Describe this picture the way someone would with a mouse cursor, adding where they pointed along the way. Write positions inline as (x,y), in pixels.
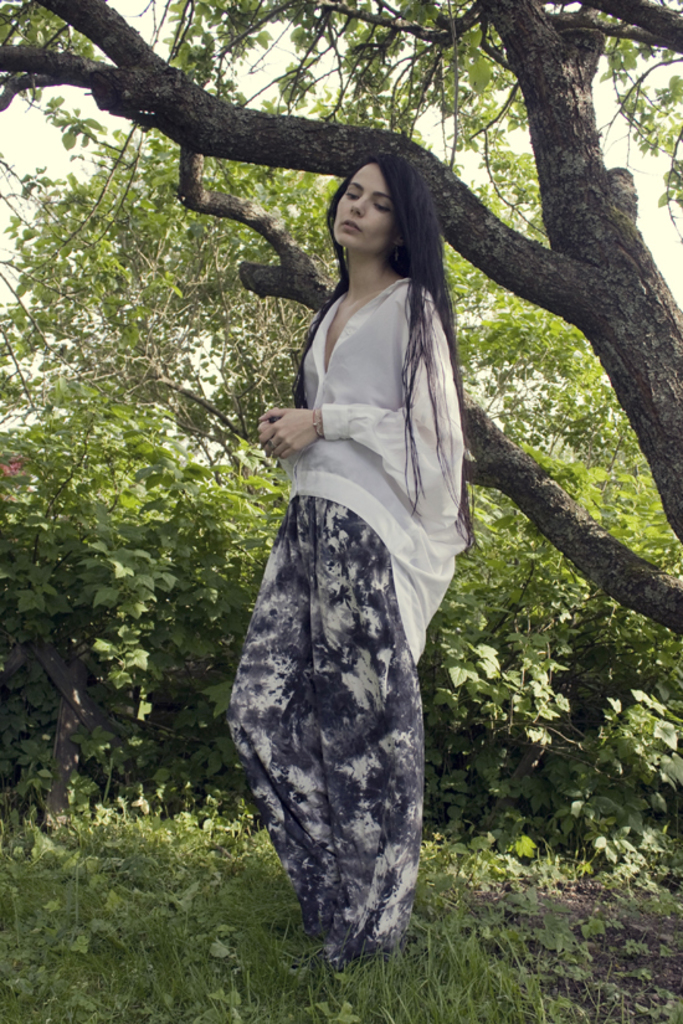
In this image we can see a woman (347,743) standing on the grass (285,971). In the background (663,753) we can see the plants (430,635), trees (454,260) and also the sky (39,128).
